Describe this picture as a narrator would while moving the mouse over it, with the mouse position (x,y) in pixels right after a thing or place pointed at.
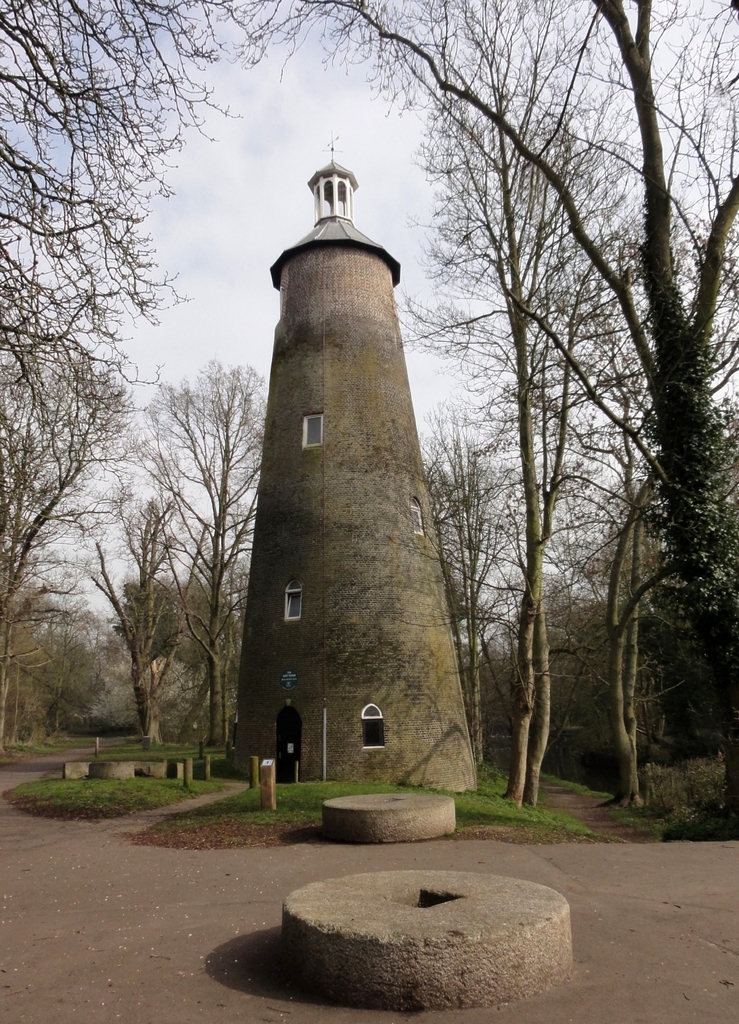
In the center of the image (339,503), we can see a tower (334,632) and in the background (530,636), there are trees (537,298). At the bottom (412,888), there are stones (367,896) on the ground (585,958).
